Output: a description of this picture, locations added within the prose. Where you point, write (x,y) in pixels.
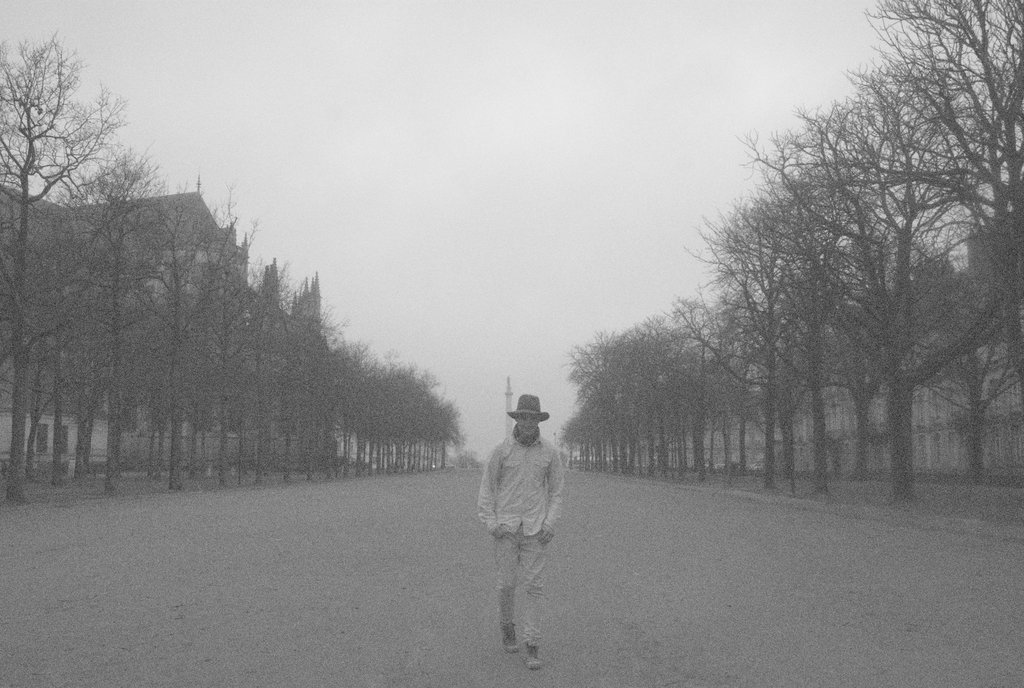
In the picture I can see a man (544,583) is walking on the ground (524,668). The man (527,479) is wearing a hat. In the background (456,404) I can see trees (266,404), buildings (94,421), the sky (380,232) and some other objects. This picture is black and white in color.
